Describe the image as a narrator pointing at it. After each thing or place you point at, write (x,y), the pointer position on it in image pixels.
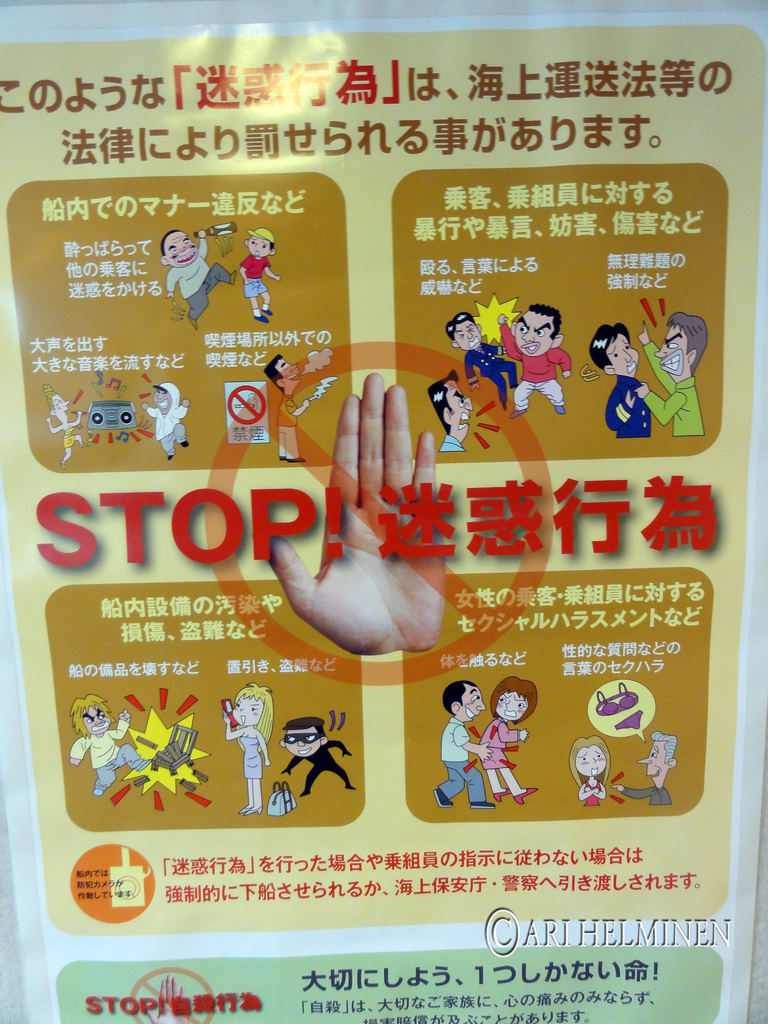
This image consists of a poster (340,522). On this poster (168,386), I can see the text (231,153), some cartoon images (121,436) and a person's hand (381,477).
